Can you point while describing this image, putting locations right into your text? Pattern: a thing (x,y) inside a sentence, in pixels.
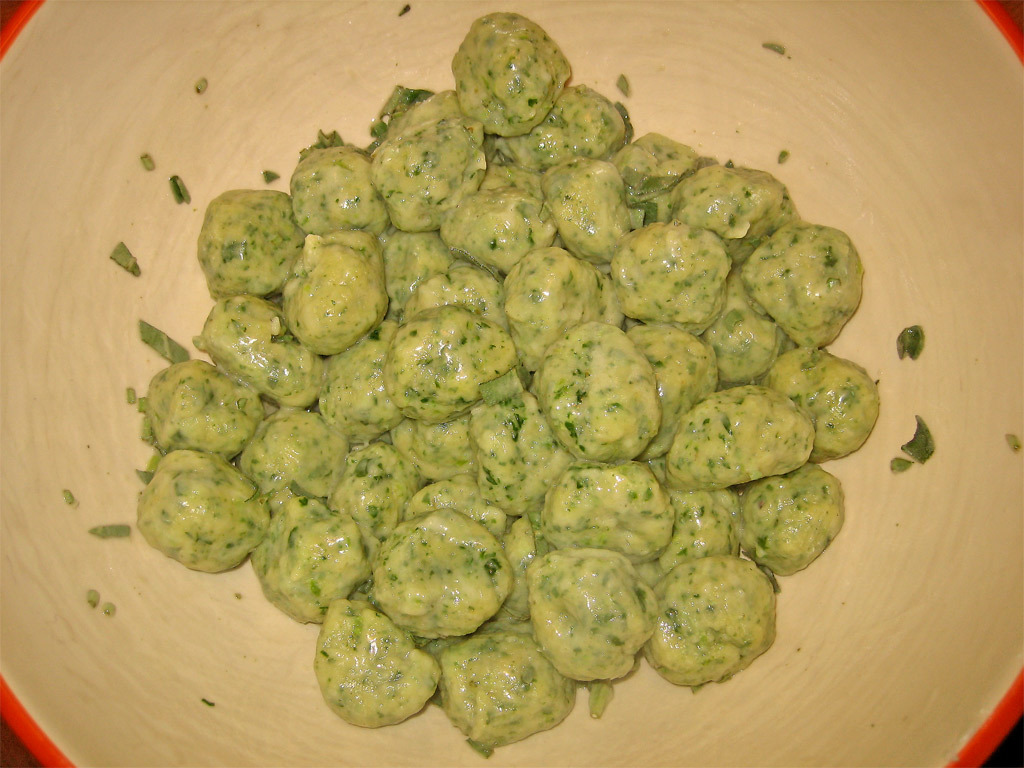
In this image I can see a bowl (170,67) which is orange and cream in color and in the bowl (68,35) I can see a food item (513,394) which is cream and green in color.
